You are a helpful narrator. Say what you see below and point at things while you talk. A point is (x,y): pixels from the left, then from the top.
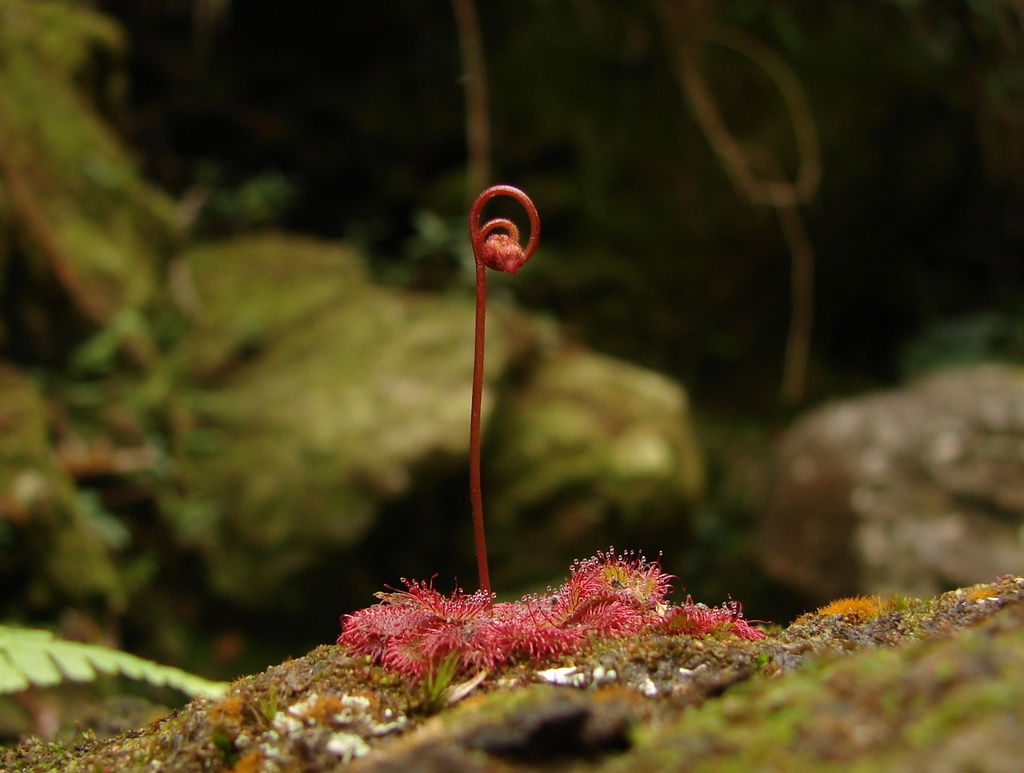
In this picture we can observe flower (468,605) which is on the ground (423,713). This flower (482,615) is in pink color. We can observe green color leaves (14,639) on the left side (82,664).
